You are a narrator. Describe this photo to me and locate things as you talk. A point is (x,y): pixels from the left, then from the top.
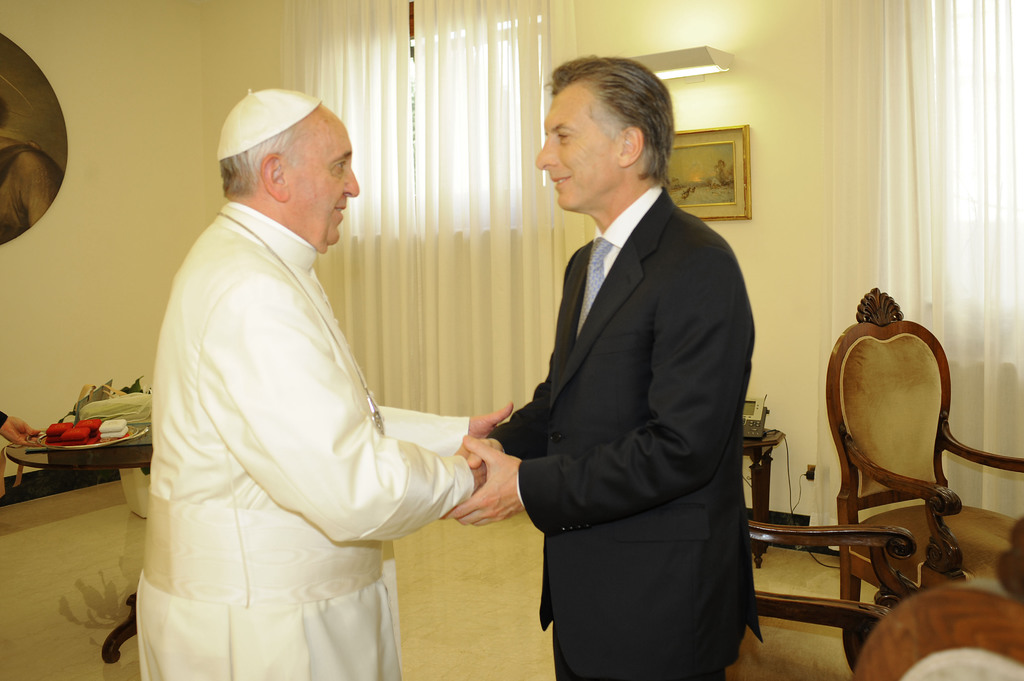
This is a picture of 2 persons (320,613) standing and in the back ground (739,168) we have frame (705,167) attached to the wall (785,271), chair (876,541), curtain (985,394), table (80,451).
